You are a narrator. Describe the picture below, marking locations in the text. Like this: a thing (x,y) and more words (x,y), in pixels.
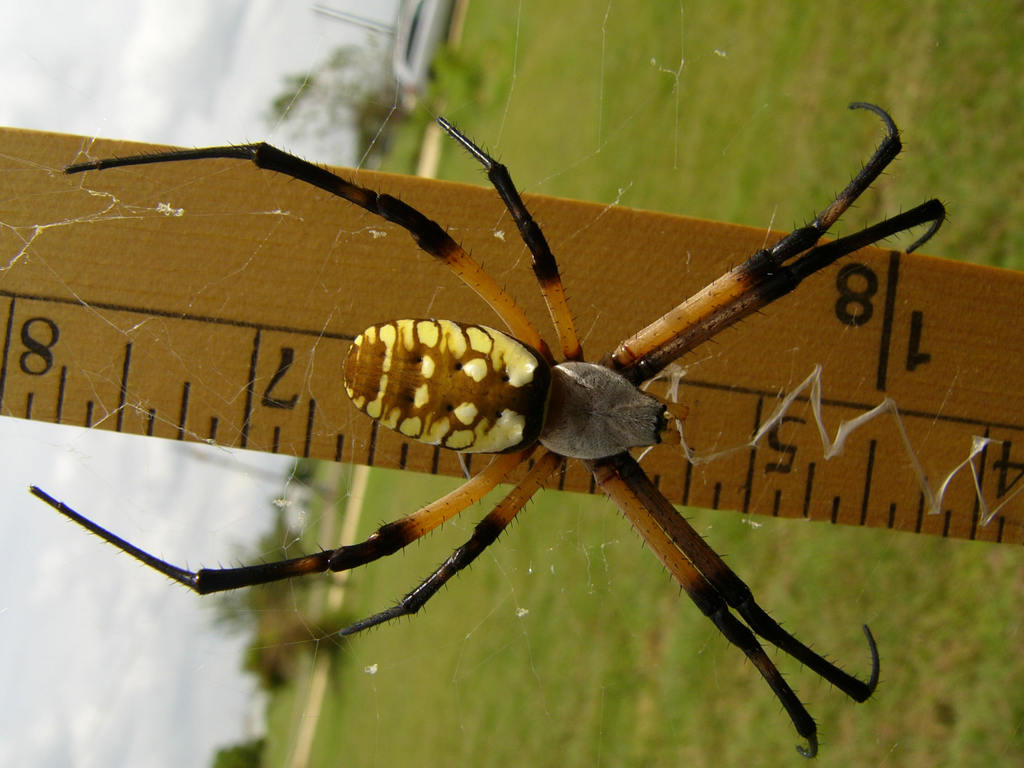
This picture shows a measuring scale (475,221) and a spider (720,616) on the web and we see grass (545,185) on the ground (481,569) and few trees (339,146) and a cloudy sky (108,73).
